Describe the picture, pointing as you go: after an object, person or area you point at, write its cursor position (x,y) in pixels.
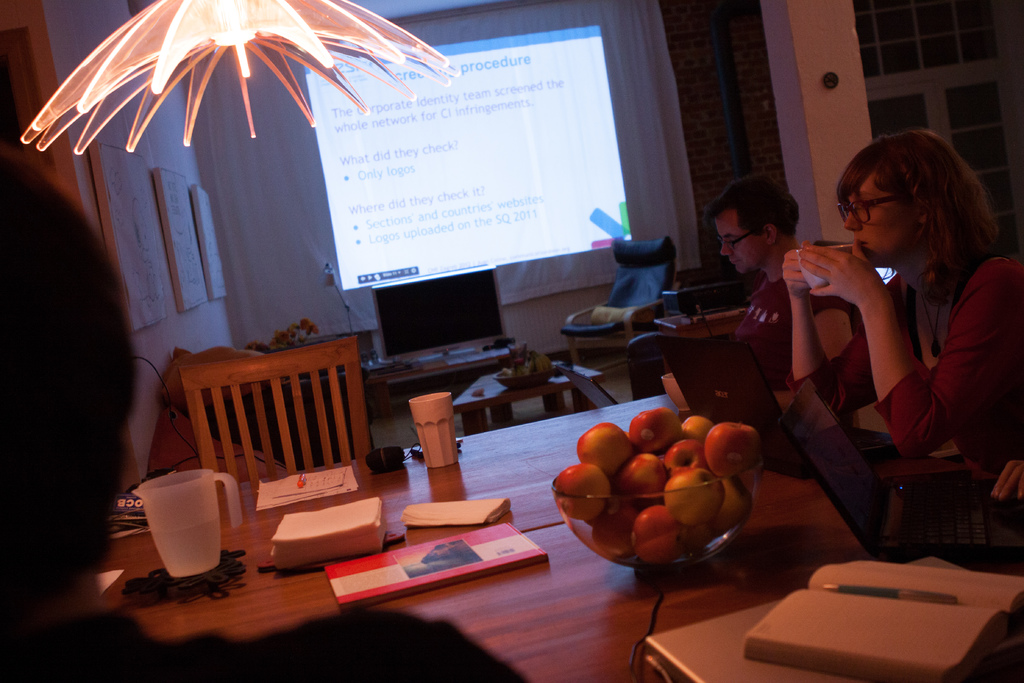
At the bottom of the image (370,576) there is a table (500,488) with papers (275,505), jug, books (861,666), tissues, laptops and also there is a bowl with apples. At the right corner of the image (768,309) there are two people (833,267) sitting. In the background (387,384) there is a table (523,392) with a monitor (457,335), and on the wall (550,278) there is a screen (358,73). At the left corner of the image (197,190) there is a wall (193,174) with frames (168,239). And at the right corner of the image (806,70) there is a pole (853,38) and to the wall (936,74) there is a window (974,167).
